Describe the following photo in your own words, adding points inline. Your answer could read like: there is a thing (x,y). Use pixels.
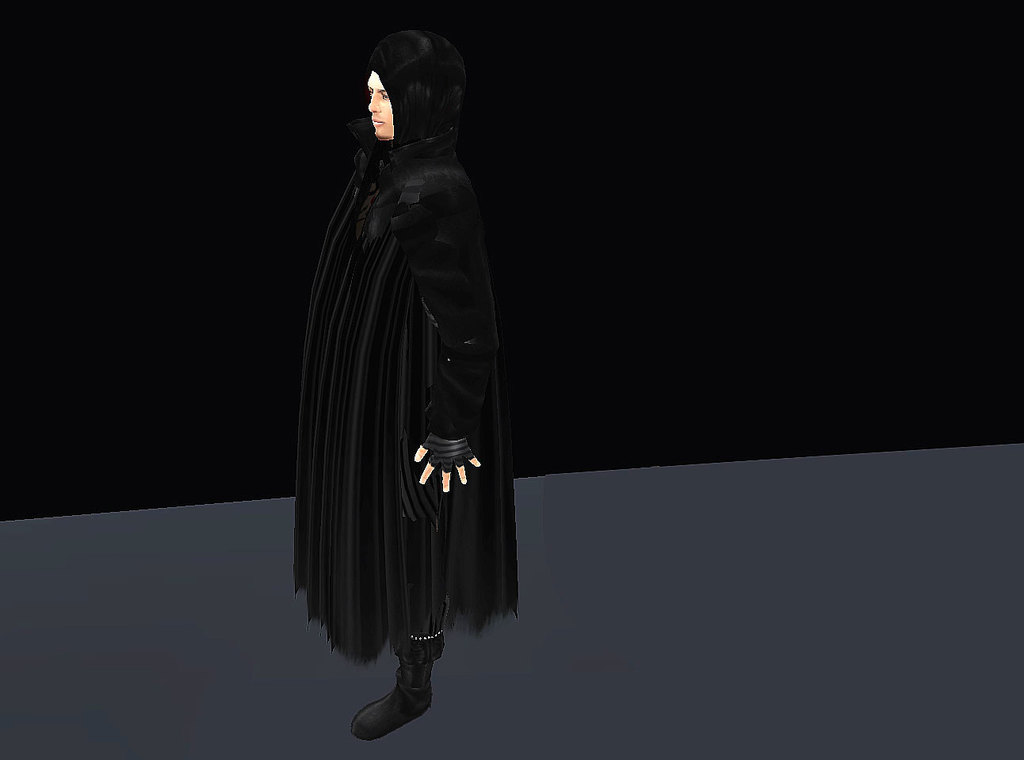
This is an animation picture. In this image there is a person (420,281) with black dress (377,328) is standing. At the back (862,330) there is a black background (679,321). At the bottom (746,653) there is a grey background (723,659).
